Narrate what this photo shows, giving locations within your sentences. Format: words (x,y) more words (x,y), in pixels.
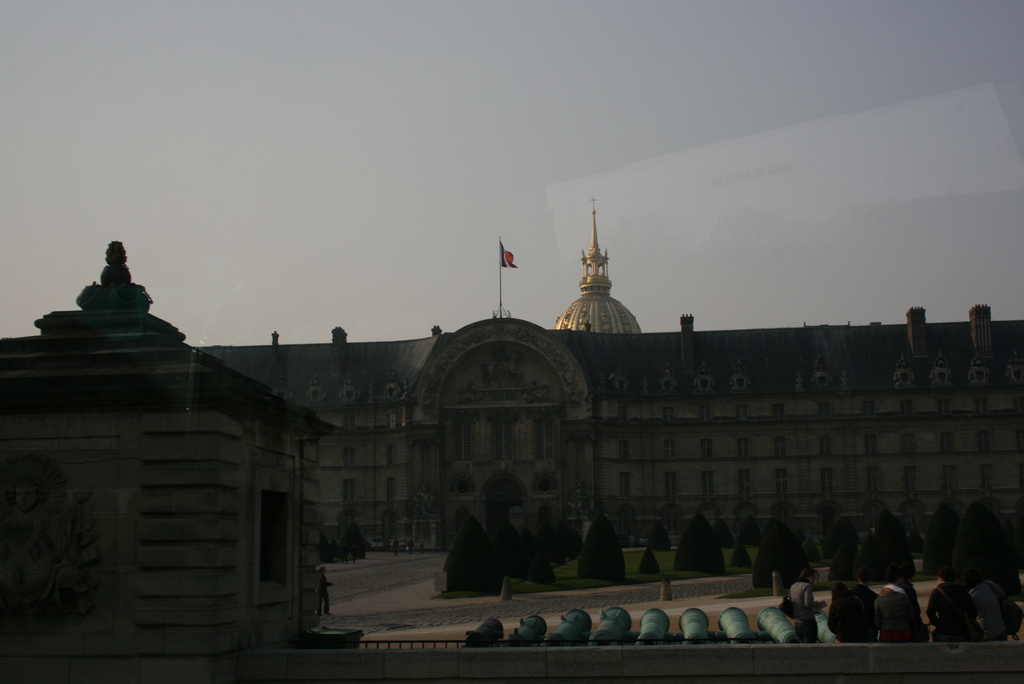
On the left side (143,314), there is a building (210,513). On the right side (880,603), there are persons (994,601). Behind them, there is a wall (862,662). In the background (545,550), there are roads (343,589), plants (839,517), grass (576,573), there is a flag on a building (473,326) which is having windows (745,413) and there are clouds (507,148) in the sky (203,143).
